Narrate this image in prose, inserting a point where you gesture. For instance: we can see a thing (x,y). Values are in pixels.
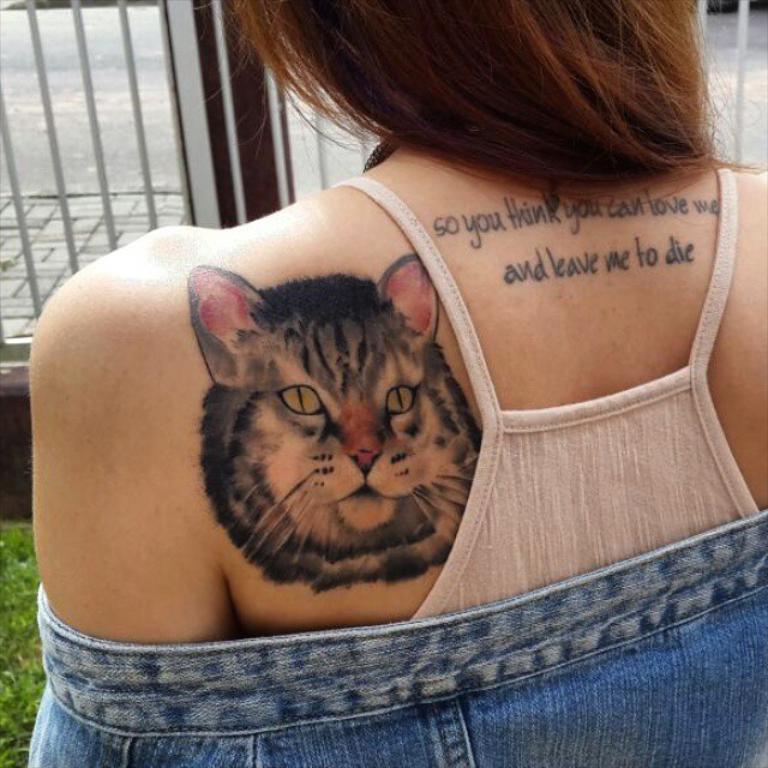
In the background (747,36) we can see the road (152,71) and the fence (189,65). At the bottom (9,739) we can see the grass (8,596). In this picture we can see a woman (538,96) wearing a dress (625,494), on her back (326,565) we can see the tattoo (389,266) of a cat (395,372) and something is written.
